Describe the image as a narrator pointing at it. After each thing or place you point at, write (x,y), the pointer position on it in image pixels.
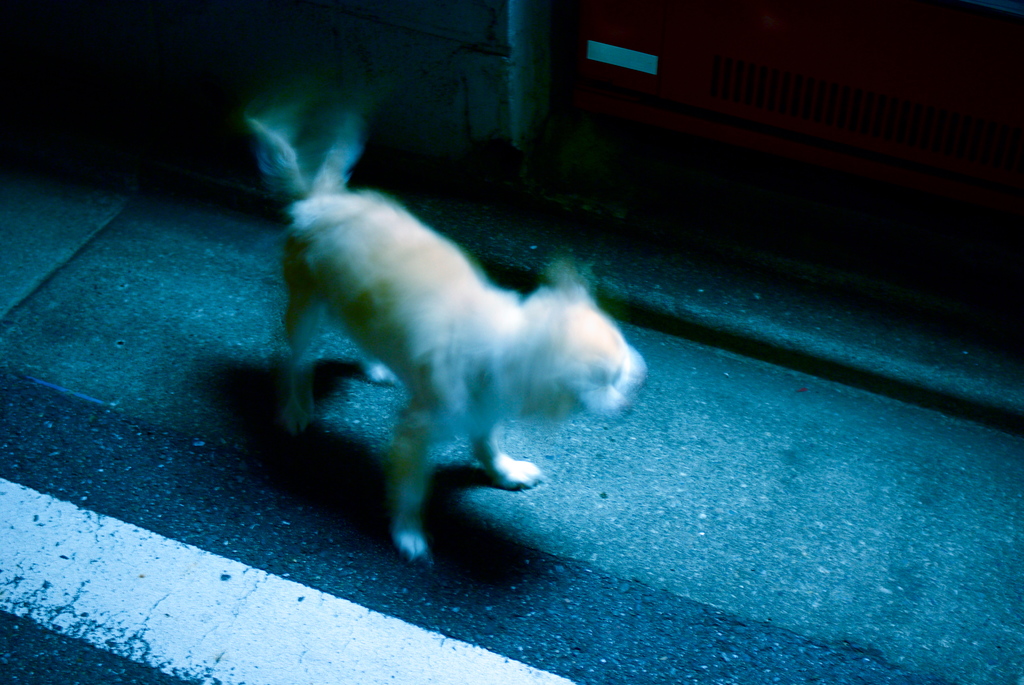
In this image there is a white color dog (569,372) standing on the road (528,488).
